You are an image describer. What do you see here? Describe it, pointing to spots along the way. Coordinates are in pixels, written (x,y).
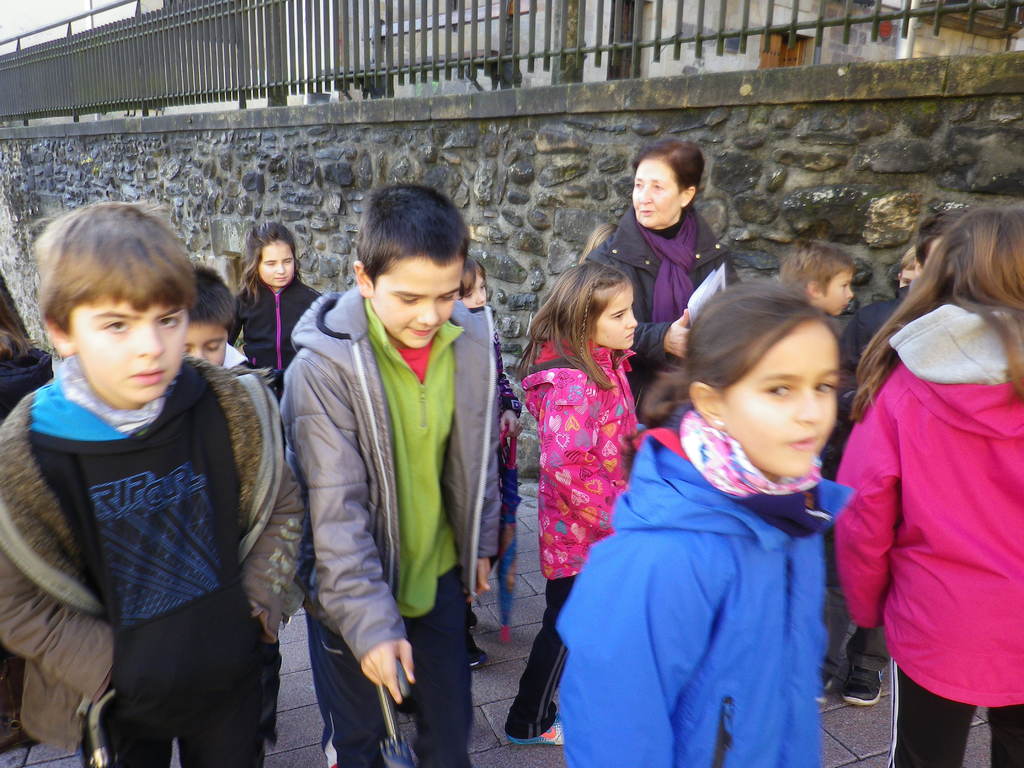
There are groups of people (597,471) standing. This is the wall (493,159). I think these are the kind of barricades (287,64), which are black in color. I can see a building (728,62).
